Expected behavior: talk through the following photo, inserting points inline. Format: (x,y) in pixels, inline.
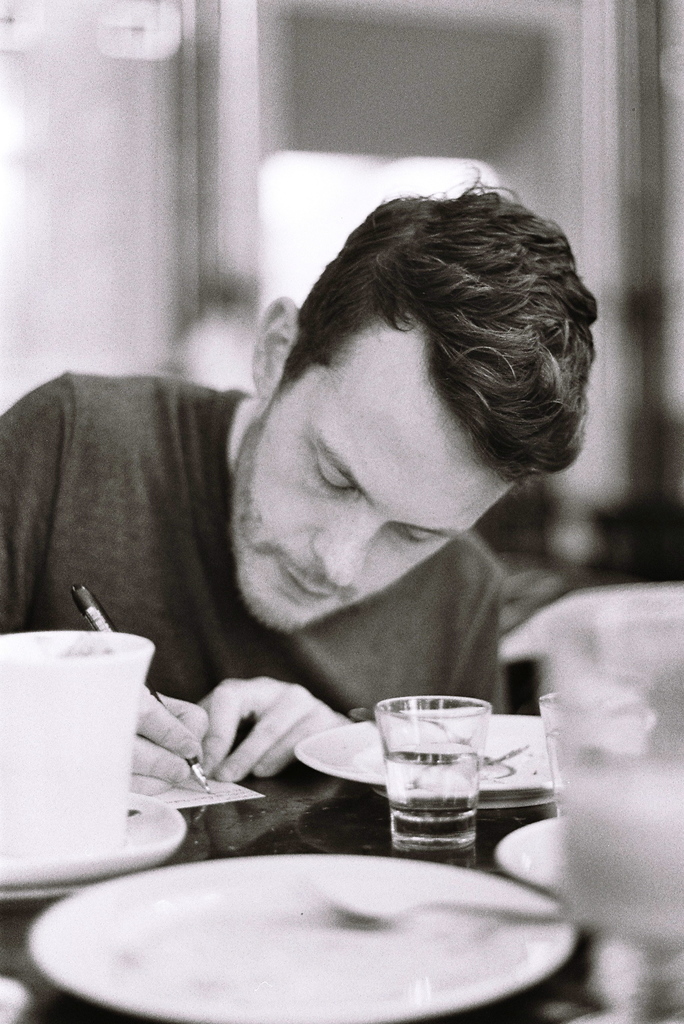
In this image the man (182,602) is sitting and is taking support of the table (273,804) and is writing on a paper (176,799) holding a pen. In front of him there are the plates (358,936) which are empty, and a glass (445,761), and a cup (82,742).
